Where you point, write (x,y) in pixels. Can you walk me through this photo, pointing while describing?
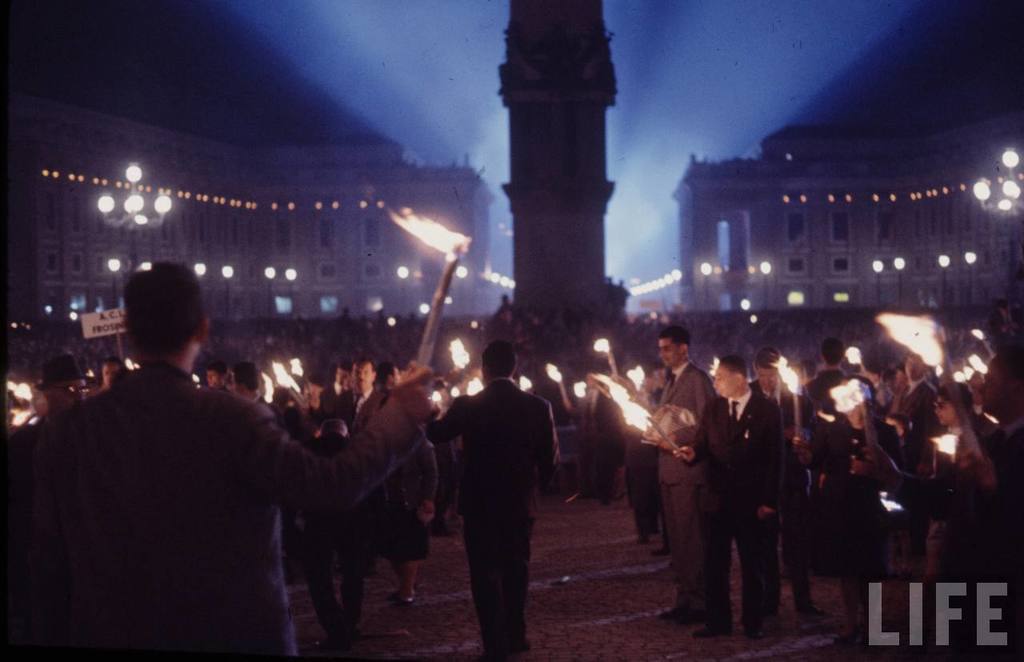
In this image we can see people (744,337) holding fire objects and we can also see buildings (41,118), lights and sky (436,158).
